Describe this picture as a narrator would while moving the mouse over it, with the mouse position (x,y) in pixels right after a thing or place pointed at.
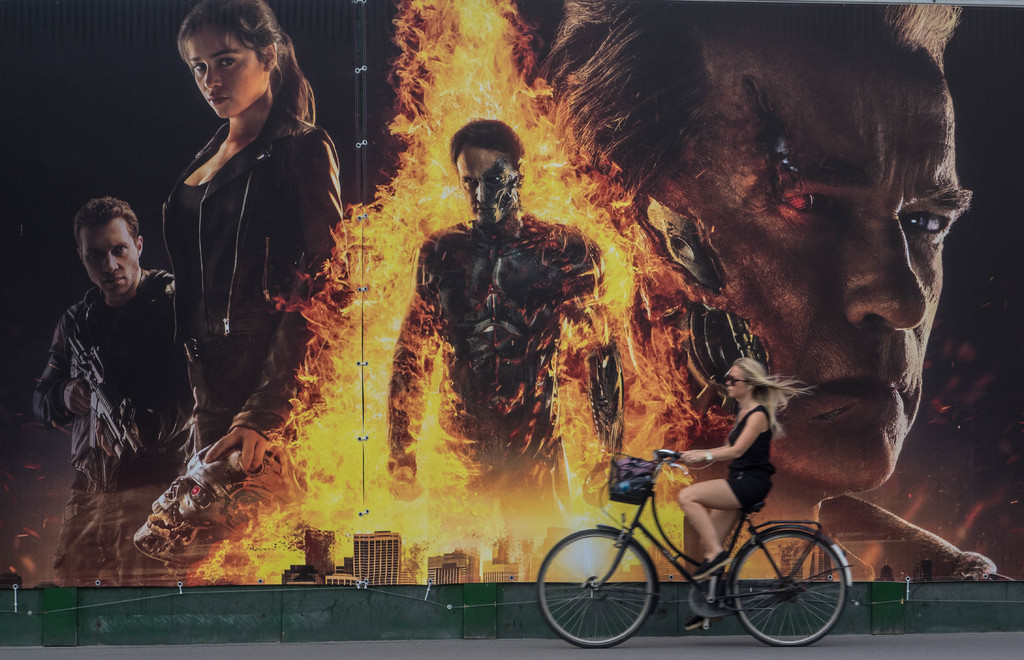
There are five people (497,266) in the image. On the right side (714,493) we have a woman (757,438). She is riding a bicycle (762,542). We can see in background (788,484) billboard (582,334) and buildings (458,562).
